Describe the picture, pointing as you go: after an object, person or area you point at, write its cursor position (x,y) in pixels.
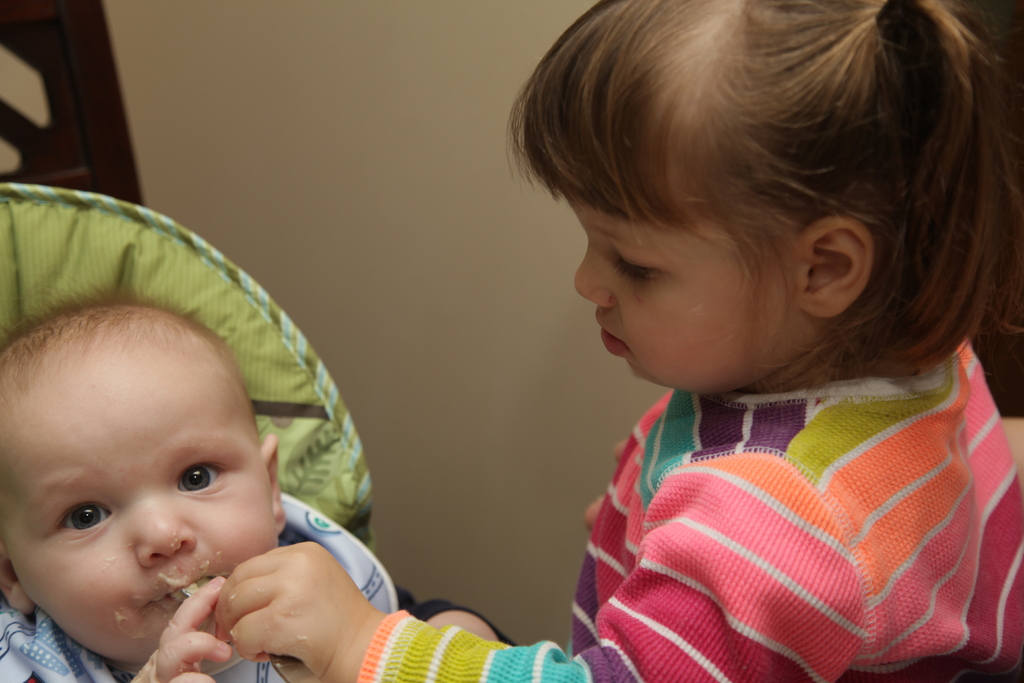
In the center of the image (628,242), we can see a child (716,492) feeding a baby (194,584) and in the background (290,95), there is a wall (308,144).
